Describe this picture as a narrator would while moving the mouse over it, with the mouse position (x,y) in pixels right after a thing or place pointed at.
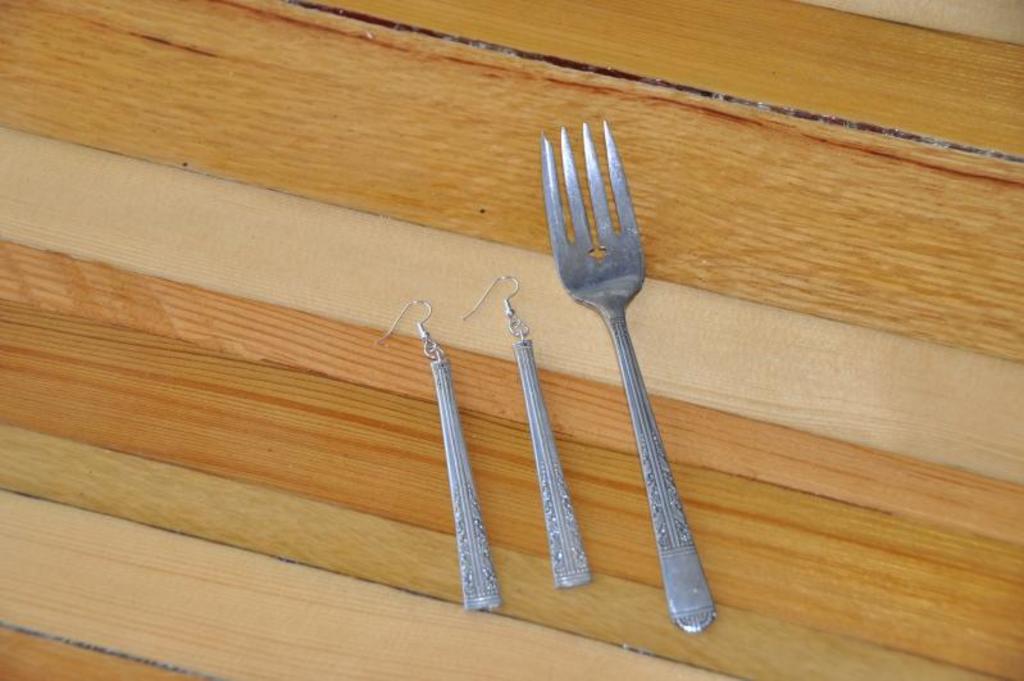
In this image, we can see a fork (597,281) and earrings (436,394) on the table (156,489).
